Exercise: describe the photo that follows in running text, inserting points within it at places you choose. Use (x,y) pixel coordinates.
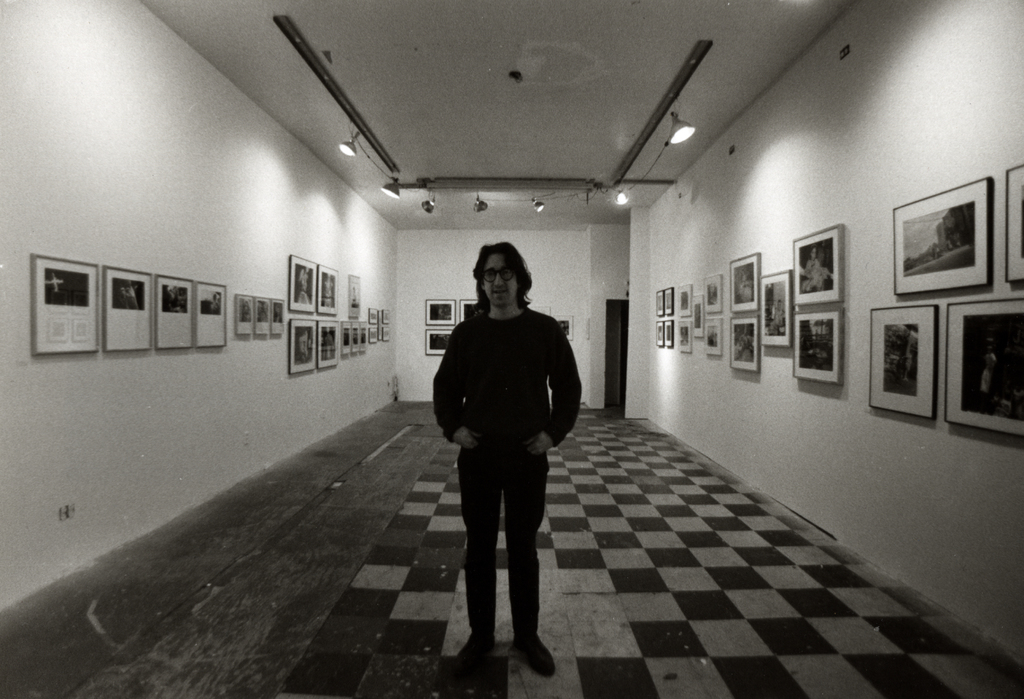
In this picture we can see a person (518,392) standing here, on the right side (909,371) and left side (210,330) there are some photo frames (258,317), in the background (587,336) there is a wall (569,289), we can see some lights (676,142) here.
